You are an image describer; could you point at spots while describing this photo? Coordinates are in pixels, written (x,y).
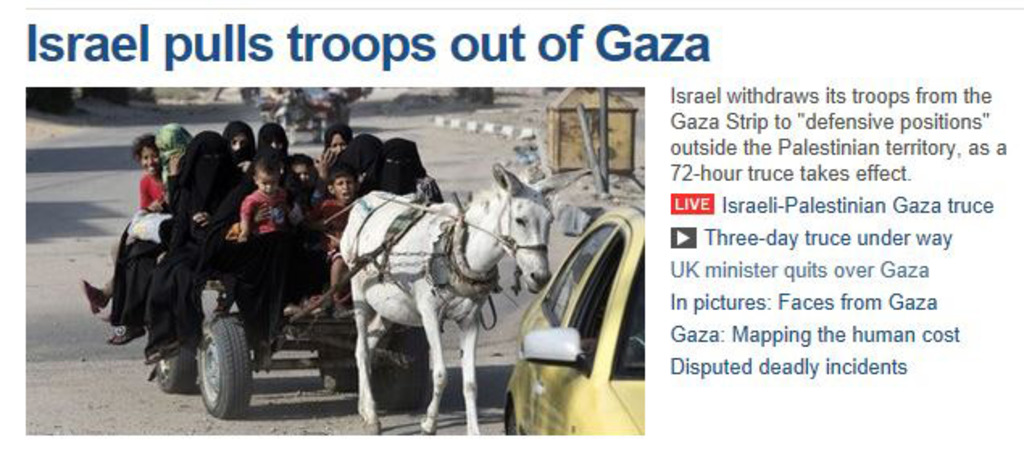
Here in this picture we can see news (541,50) present over there, as we can see a picture (473,96) in which we can see Muslim women (263,240) wearing hijab (216,164) and travelling on a donkey cart (344,228) on the road (493,358) over there and we can also see car (539,350) present over there and we can see the headline (93,41) and the text (744,159) present over there.
